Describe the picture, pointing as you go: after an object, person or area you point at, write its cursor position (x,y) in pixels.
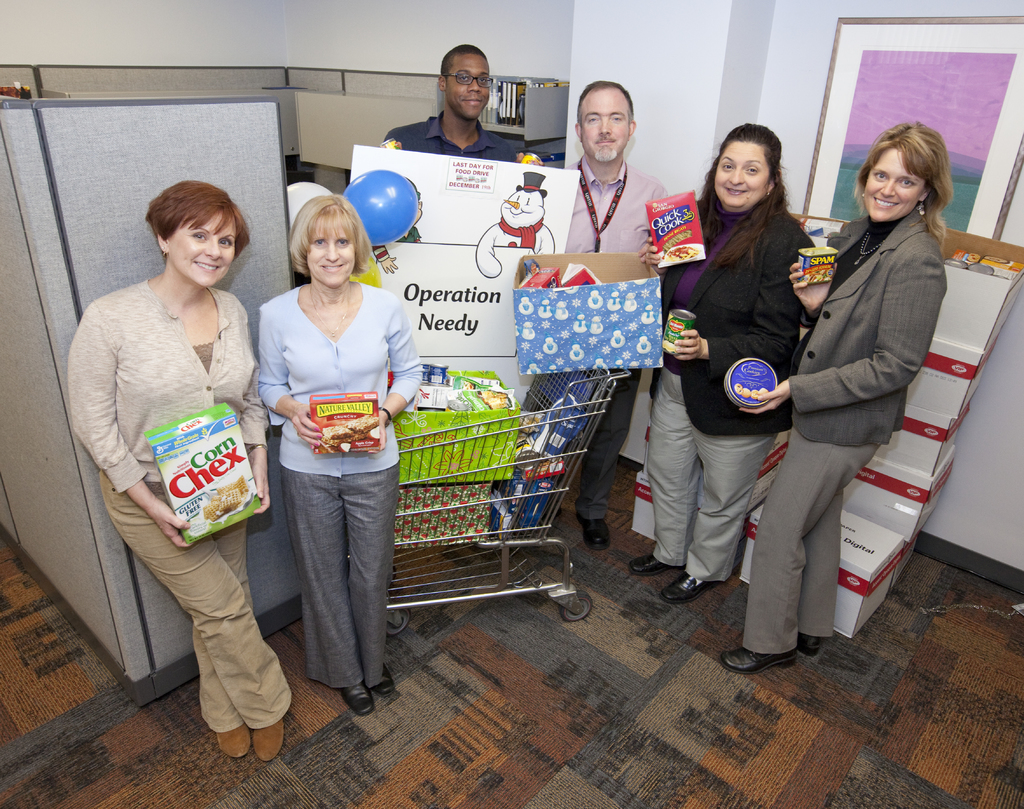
In this image I can see few people (355,461) standing in a room (429,326) and holding few objects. There is a trolley (442,482) in which there are few items (502,481) and a carton (469,512). It looks like a partition (111,194) on the left (78,199) and there are cartons (951,277) and a photo frame (880,100) on the right (978,94).
